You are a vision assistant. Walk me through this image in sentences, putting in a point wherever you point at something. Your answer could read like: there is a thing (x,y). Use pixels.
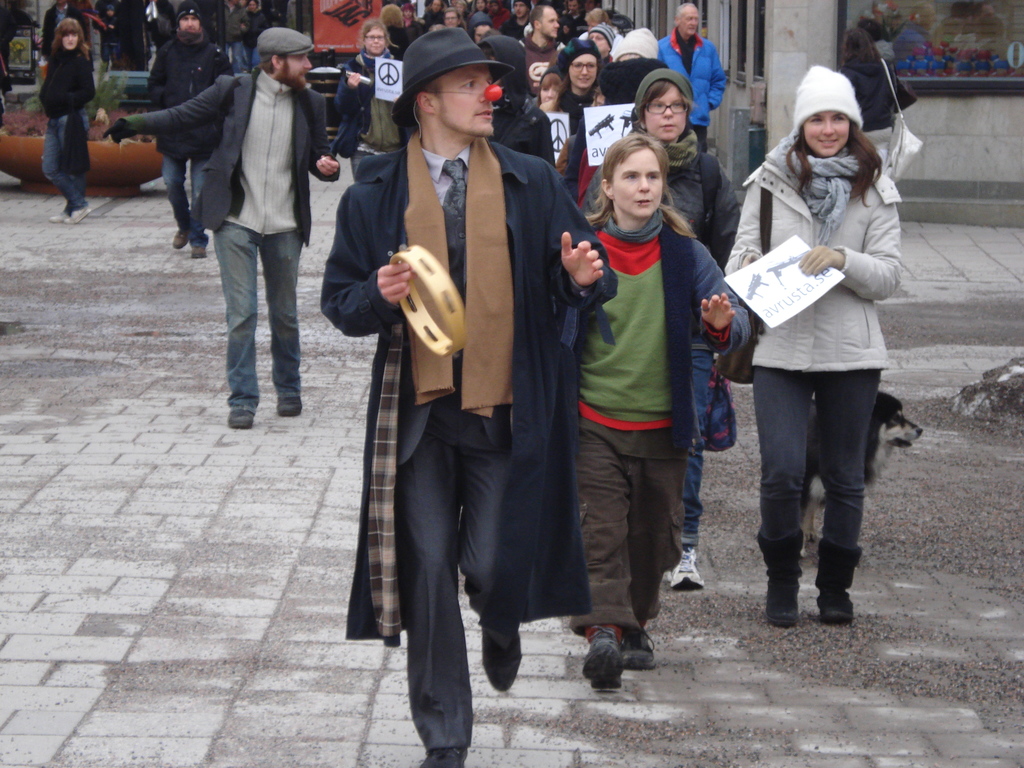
In this image we can see some persons (508,322) wearing sweaters (616,390), caps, holding some boards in their hands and in the background of the image (876,4) there are some buildings (792,66).
